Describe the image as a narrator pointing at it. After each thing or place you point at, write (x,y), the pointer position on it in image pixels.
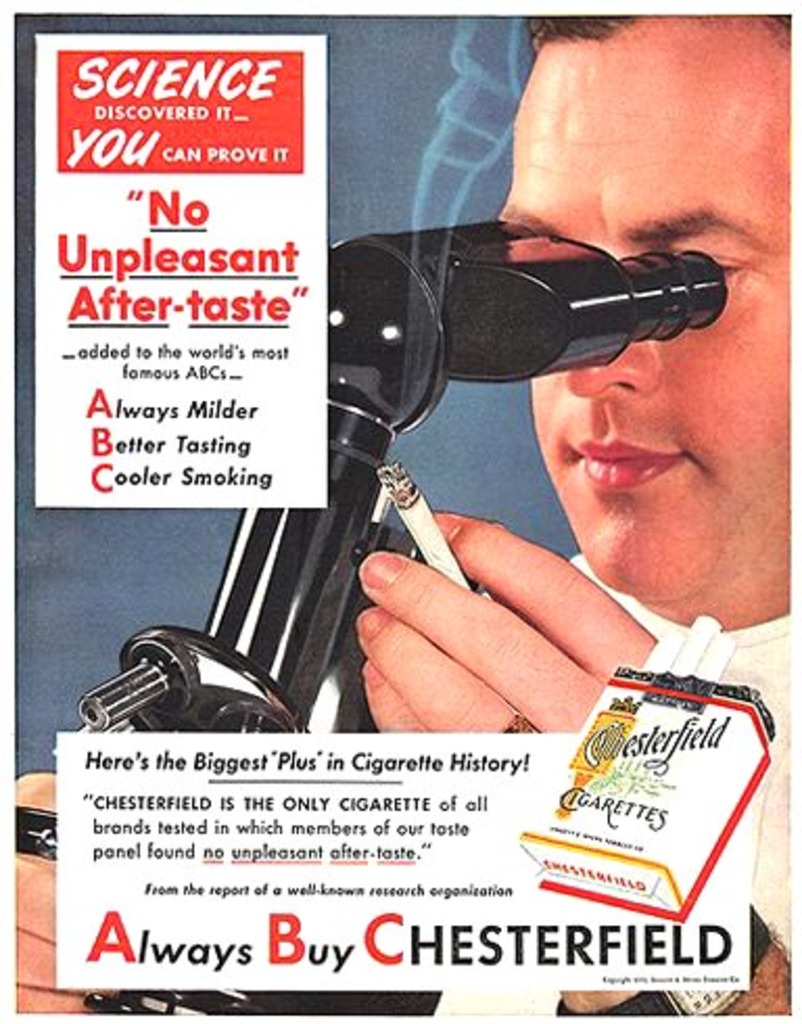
In this image there is a poster (476,59), in that poster (649,78) there is a man (643,49) holding a cigarette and a microscope (642,303) in his hands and some text (424,804) is written on the poster (402,862).
